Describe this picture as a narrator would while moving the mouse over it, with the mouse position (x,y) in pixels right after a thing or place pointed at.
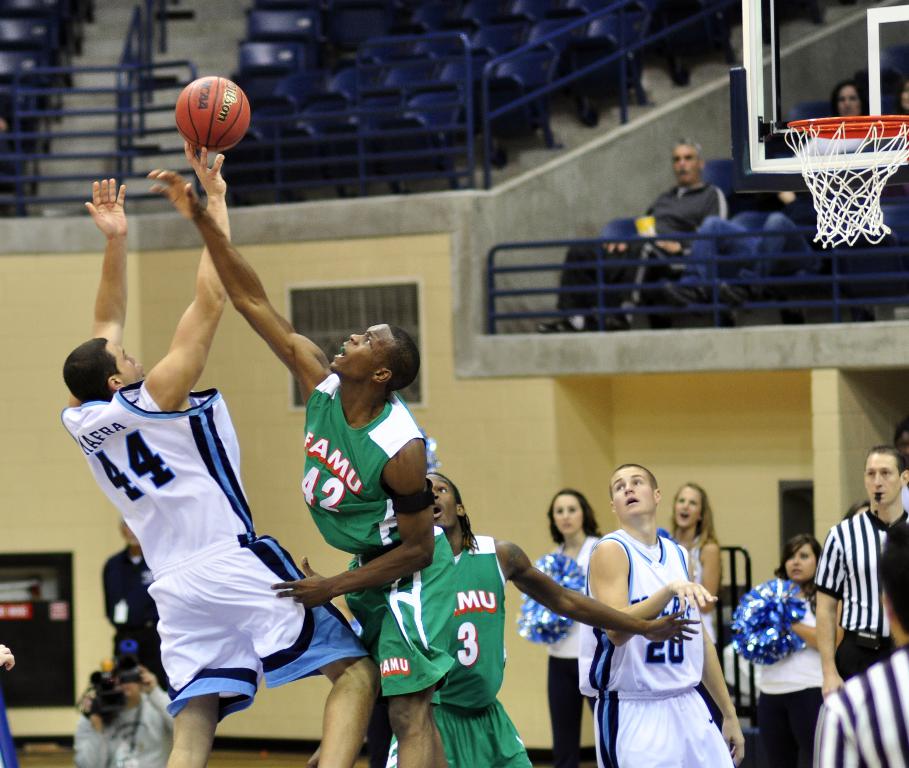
In this image we can see people (353,567) playing basketball. In the background of the image (422,139) there are chairs (496,124), fencing (54,68). There are people (685,213) sitting on chairs (621,226). To the right side of the image (758,30) there is a basketball net (851,202).
